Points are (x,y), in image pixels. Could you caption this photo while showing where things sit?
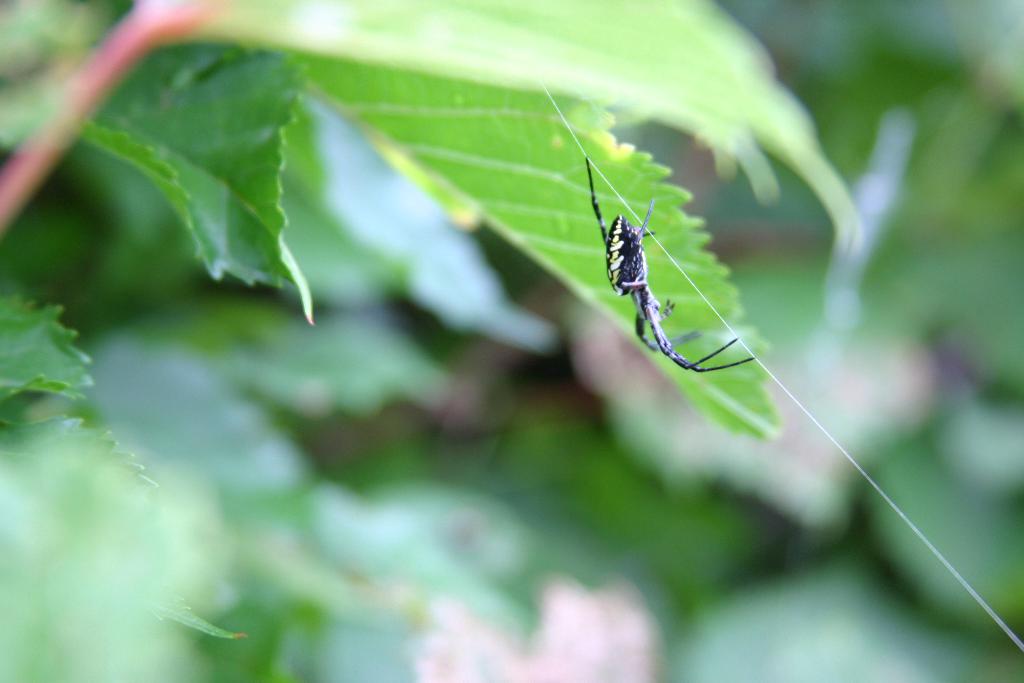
In the image there is a spider (623,230) walking on the web (619,194) and behind it there are plants (310,293).
